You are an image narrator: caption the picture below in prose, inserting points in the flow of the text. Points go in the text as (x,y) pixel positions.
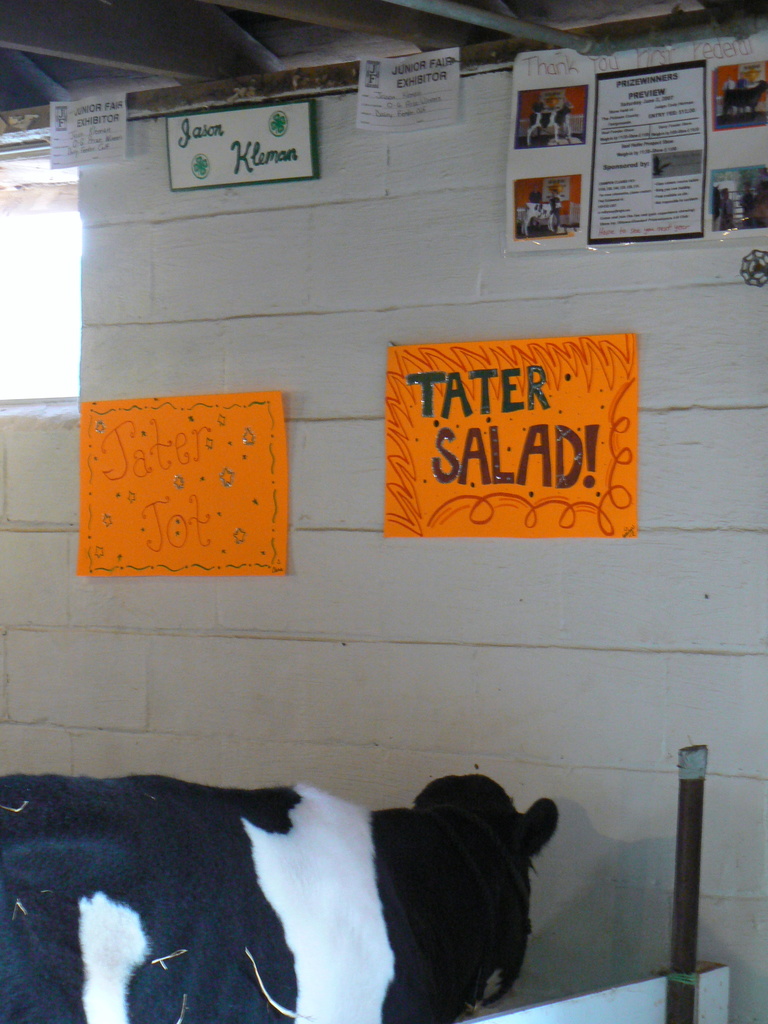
We can see a cow (88,1023) and we can see posters (710,86) on a wall (122,241) and window (49,309).
